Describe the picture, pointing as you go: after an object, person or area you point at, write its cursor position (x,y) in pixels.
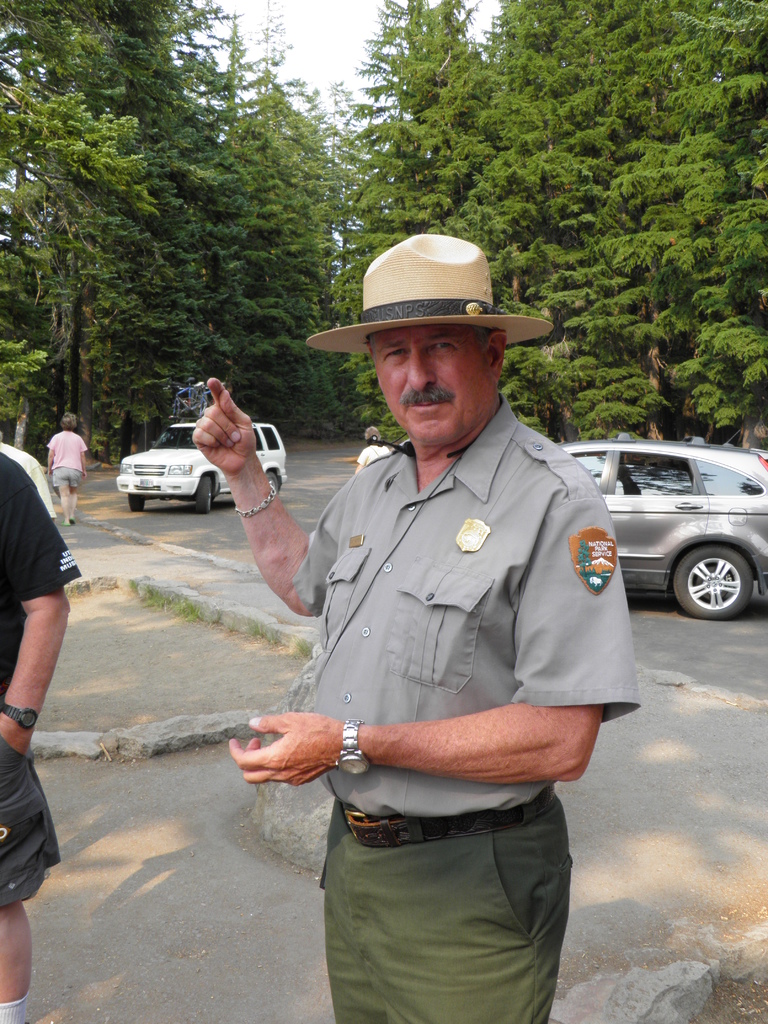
In this image I can see few people (360,684) and vehicles (727,463) on the road (673,652). I can see one person (427,345) wearing the hat (380,274). In the background (352,178) I can see many trees (310,124) and the sky (309,10).
